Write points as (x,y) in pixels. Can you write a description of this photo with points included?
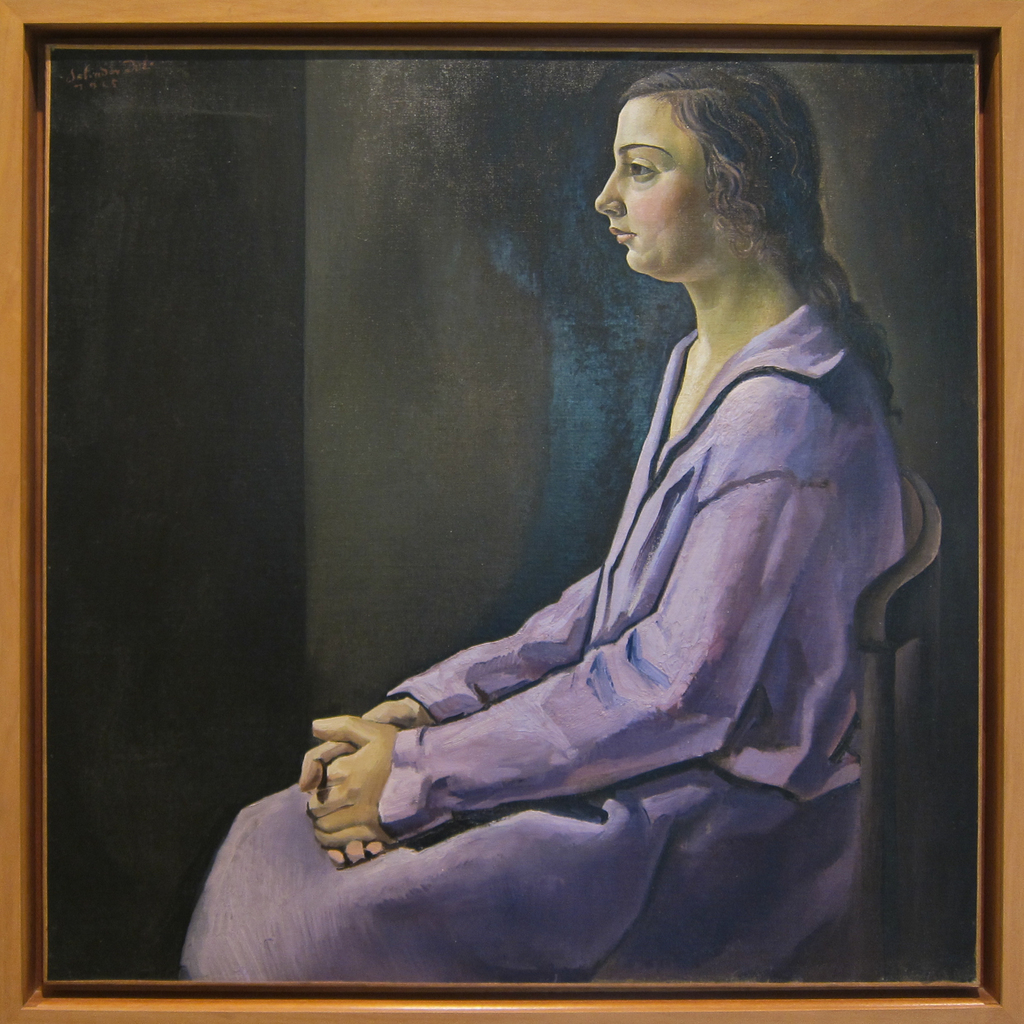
In this picture we can see the painting (246,975) on this wooden box (1008,69). In that painting (908,296) we can see the woman (786,426) who is wearing dress (790,677). She is sitting near the wall (183,504).
